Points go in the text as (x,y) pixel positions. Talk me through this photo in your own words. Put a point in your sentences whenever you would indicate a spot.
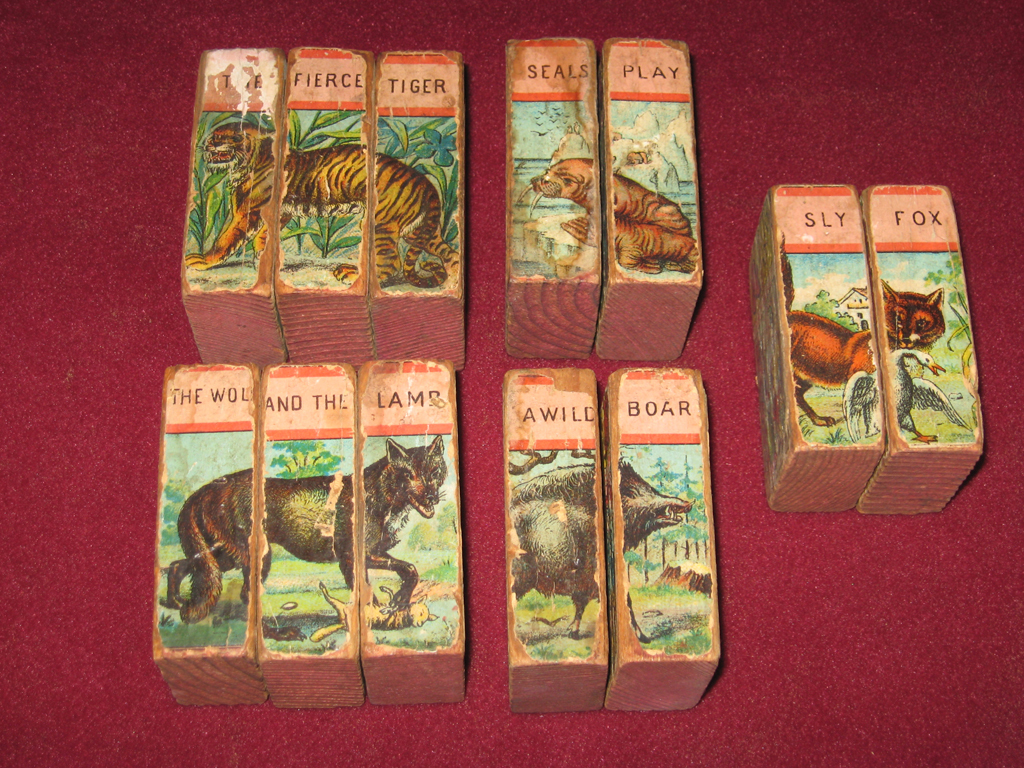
In this image there are puzzles (670,429) made up of wooden blocks (883,451) on which there are stickers (684,230) of animals (184,521).
